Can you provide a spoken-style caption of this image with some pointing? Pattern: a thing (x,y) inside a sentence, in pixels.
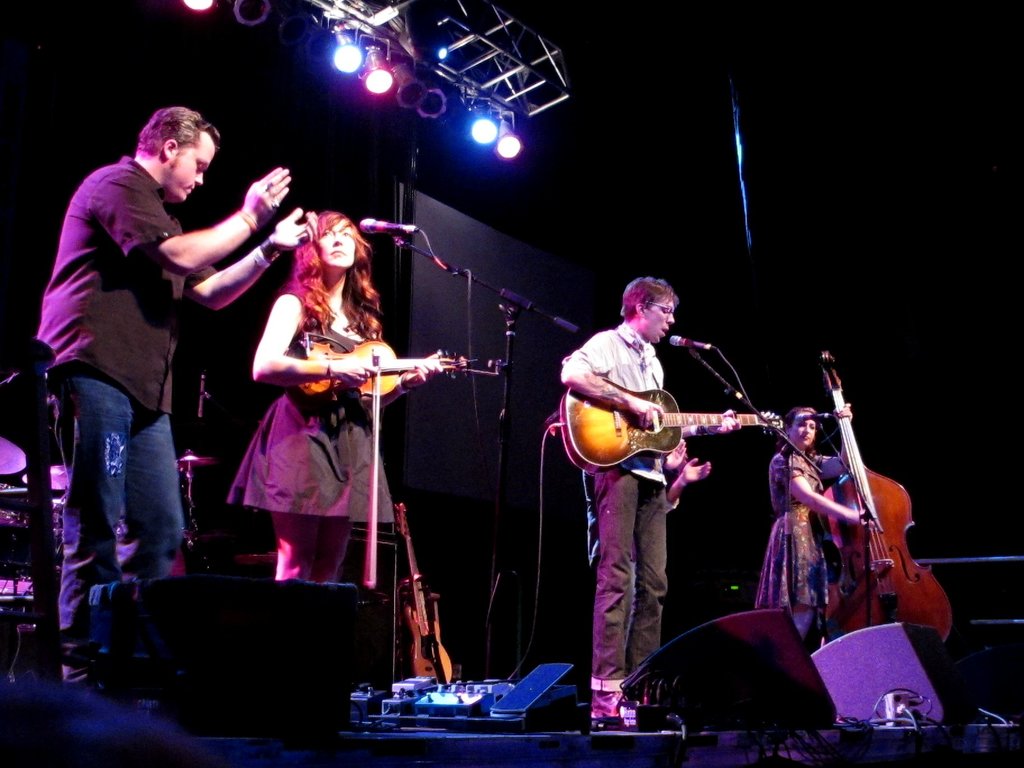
In the image there are group of people (641,374) who are playing their musical instruments (652,432). On left side (319,332) there is a woman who is playing her violin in front of a microphone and also a man (648,328) playing his guitar (638,393) in front of a microphone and opened his mouth (665,330) for singing. In background (534,291) there is a black color curtain (512,276) and on top (355,64) we can see few lights (483,114).
